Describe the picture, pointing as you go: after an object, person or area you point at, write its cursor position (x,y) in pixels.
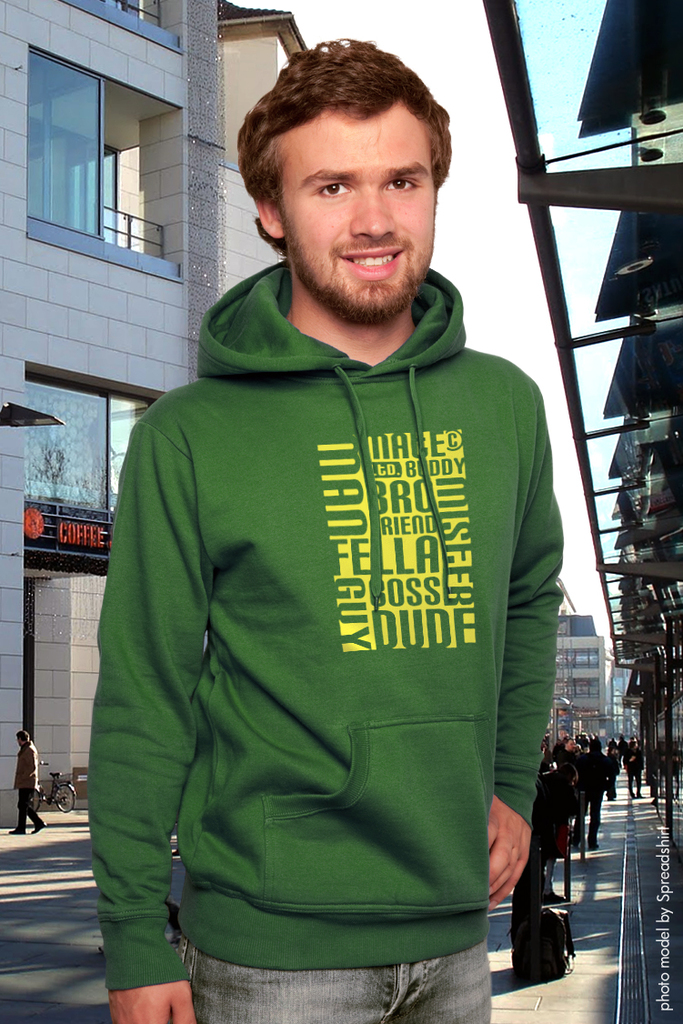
In this picture there is a man (344,363) who is wearing green hoodie (402,621) and jeans (309,991). He is standing on the street (609,975). On the left (153,270) we can see building (55,336). Here we can see a man (21,799) who is walking near to the bicycle (56,789). In the background (590,820) there is a group of persons (605,766) standing near to the road (605,943). On the bottom right corner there is a watermark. On the top (459,148) there is a sky (485,206). Here we can see some poles (669,684).
